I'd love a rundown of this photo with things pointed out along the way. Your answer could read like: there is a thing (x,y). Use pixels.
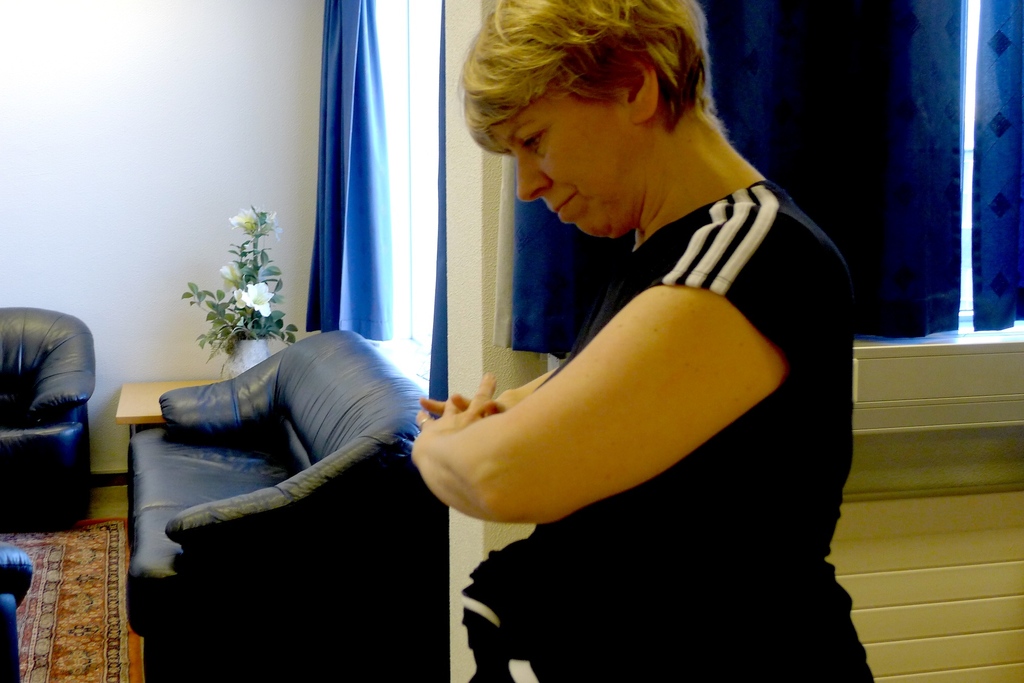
In this image in the foreground (596,645) there is an old woman (509,22) and she is doing some kind of exercise and on the left side (336,430) there is a couch (307,507).
